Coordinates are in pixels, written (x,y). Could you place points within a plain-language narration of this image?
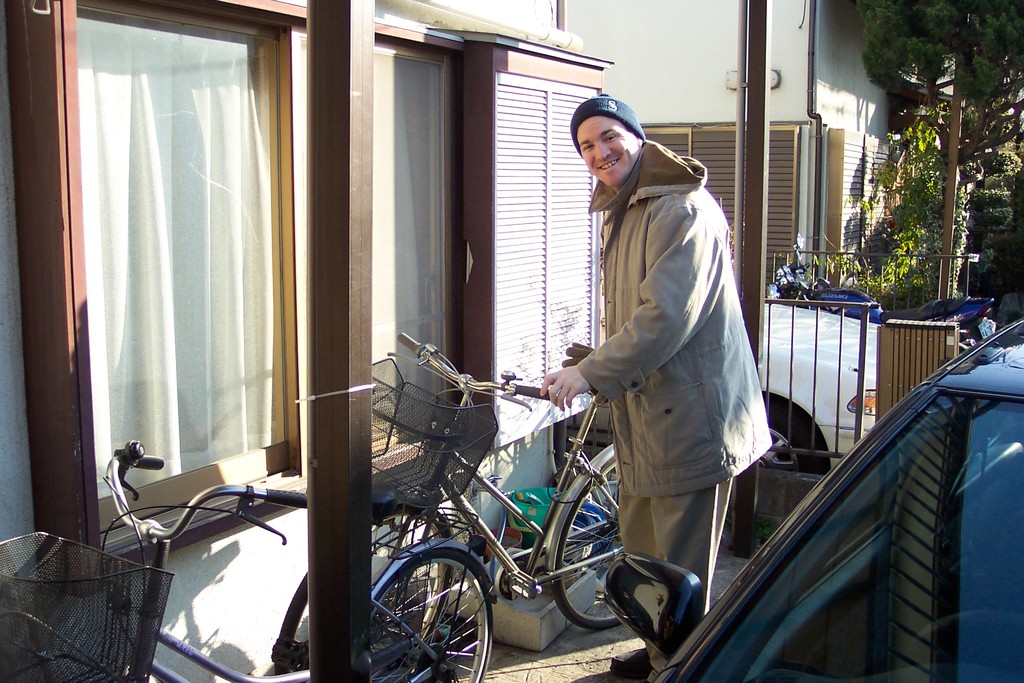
In this image, there are bicycles (383,547) and a man (676,379) standing and smiling. On the right (845,593), there is a car (877,610) and in the background (432,142), there are windows (169,249), trees (921,138) and a building (821,170) and we can see a bike (973,326).
